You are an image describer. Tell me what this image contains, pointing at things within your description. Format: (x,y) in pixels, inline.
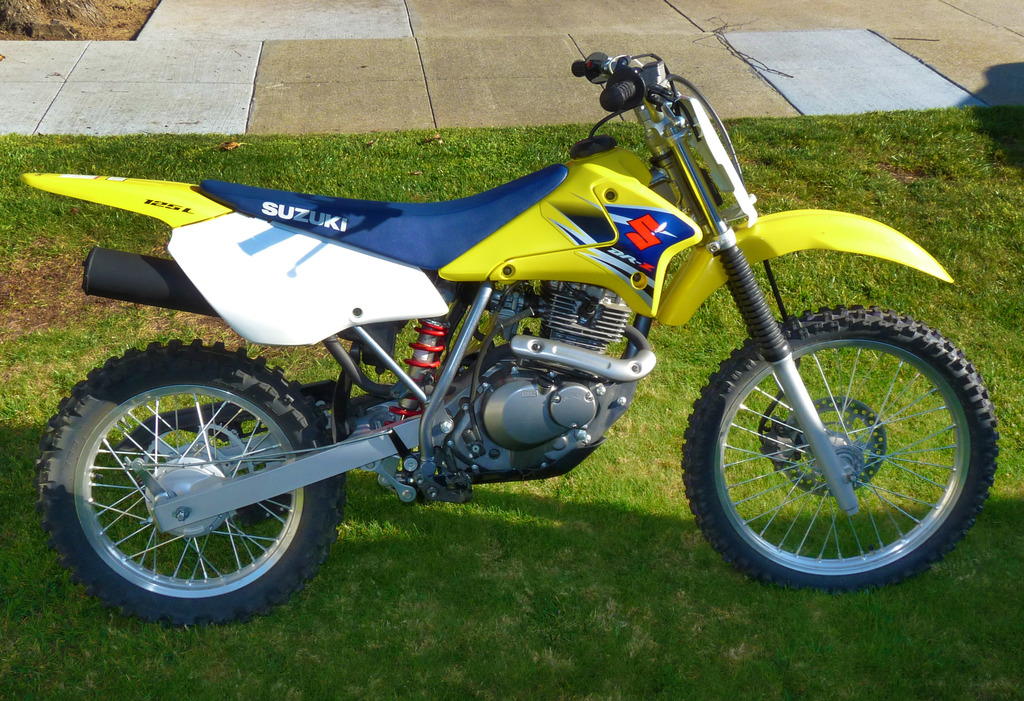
In this image there is a bike (371,442), on the grassland (329,163), in the background (441,78) there are tiles (482,48).
